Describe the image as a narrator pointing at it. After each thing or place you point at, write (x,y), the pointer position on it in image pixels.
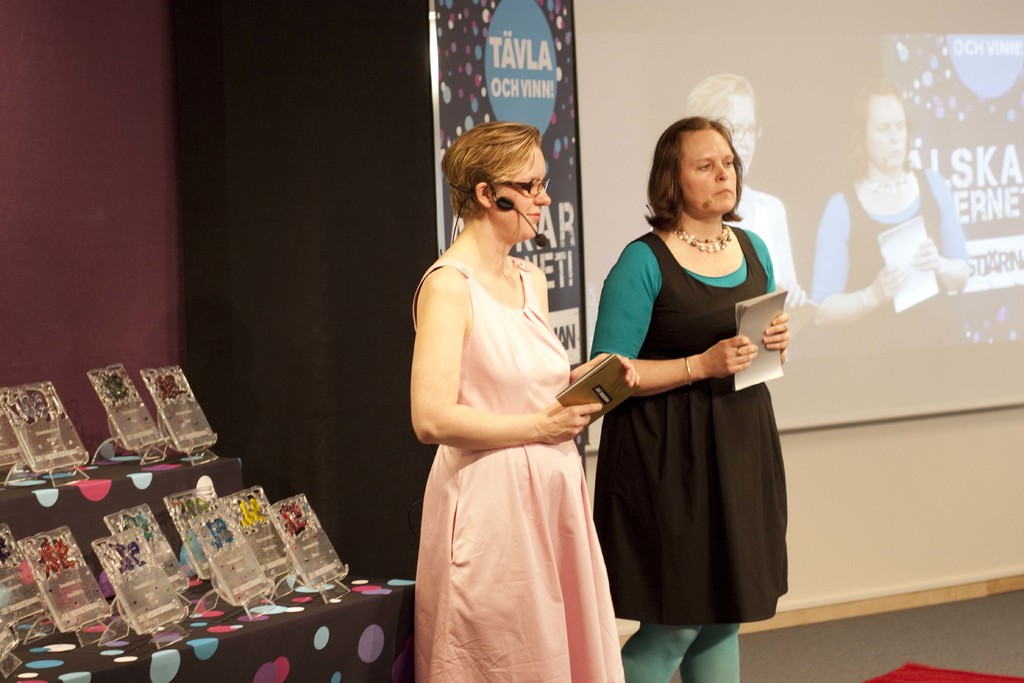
Here, at the middle (459,442) there are two women (452,394) standing and they are holding some books (748,379), at the left side (178,613) there are some objects (304,543) placed, at the right side (935,401) there is a power point presentation (843,103).
